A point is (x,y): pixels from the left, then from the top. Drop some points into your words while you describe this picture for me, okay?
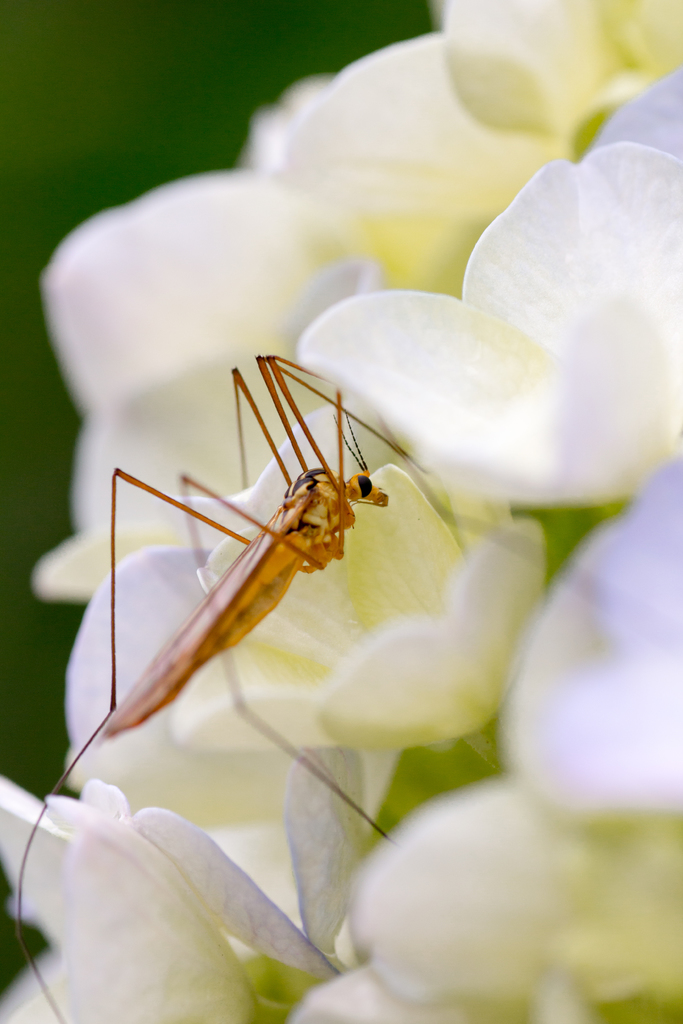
There are white flowers (382,698). On that there is an insect (221,586). In the background (110,111) it is blurred.
